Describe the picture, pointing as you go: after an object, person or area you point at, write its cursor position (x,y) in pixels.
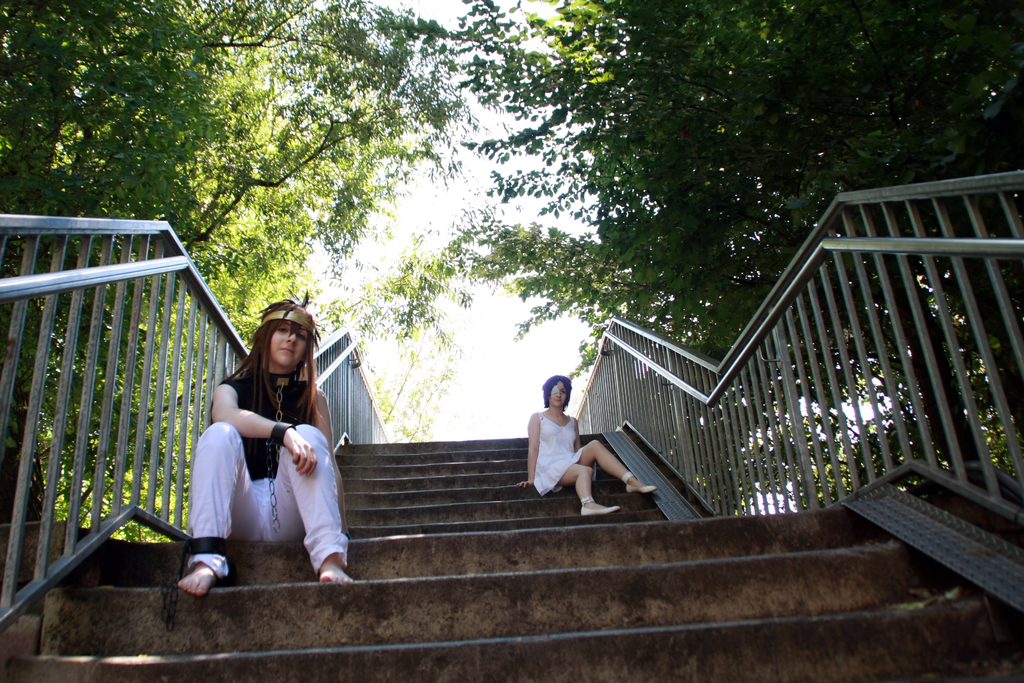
In this image there are steps (403,539). There are two women (303,452) sitting on the steps (399,474). There are chains (270,450) to the woman (274,418) who is sitting to the left (259,444). On the either sides of the steps (420,474) there are railings (212,397). On the either sides of the image there are trees (108,117). At the top (480,163) there is the sky (471,332).
